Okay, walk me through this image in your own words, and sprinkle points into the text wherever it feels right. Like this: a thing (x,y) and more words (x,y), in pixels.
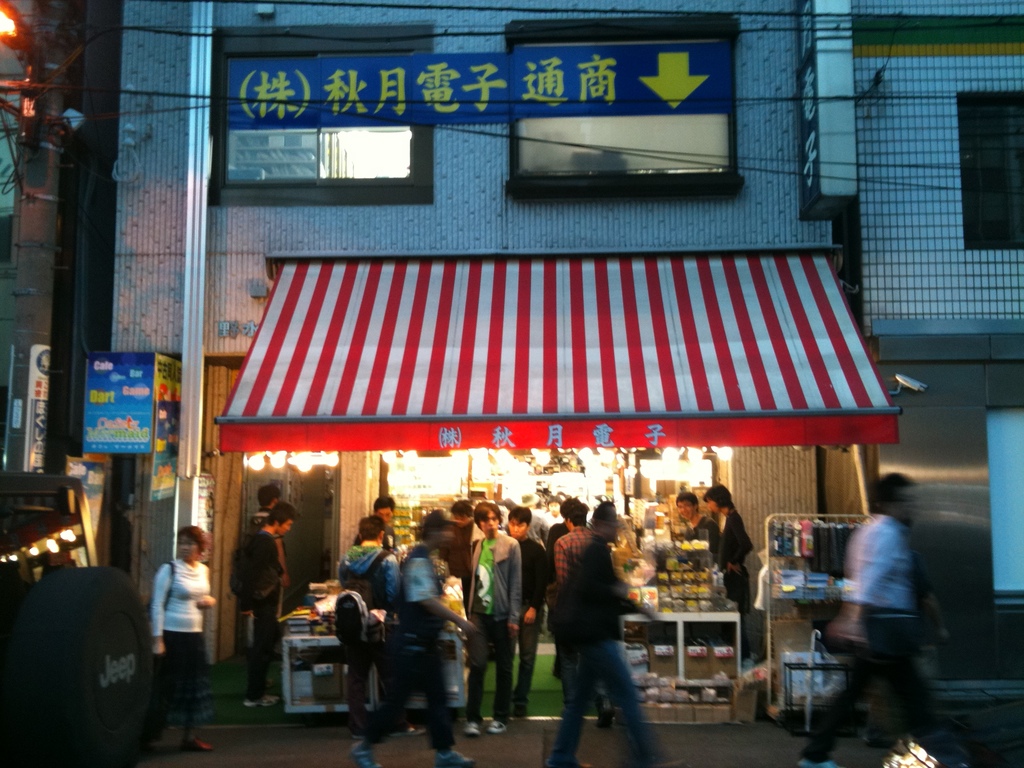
In the image we can see there are many people (581,690) standing and some of them are walking, they are wearing clothes (534,591) and shoes (475,735). We can see the store (555,483), pole (185,377), electric wires (185,108), building (862,173) and the windows (635,115) of the building (580,131).
